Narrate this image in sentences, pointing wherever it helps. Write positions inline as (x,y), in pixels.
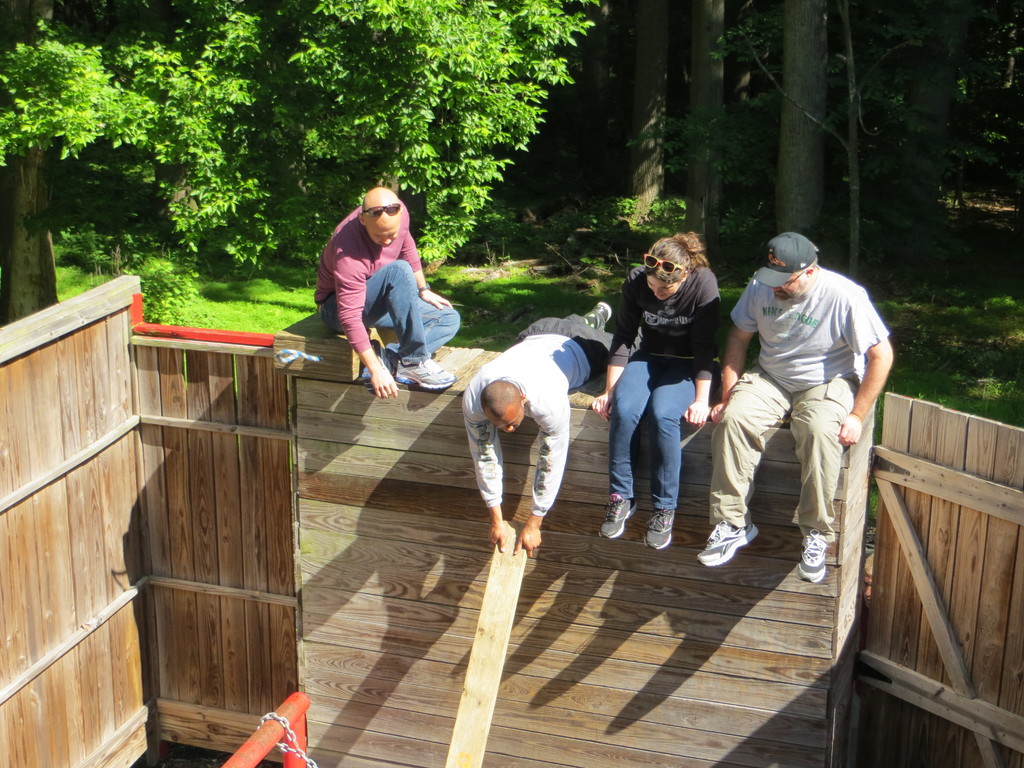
In this image there is a wooden surface (379,411) on that three persons (640,367) are sitting and one person (556,381) is lying, in the background (556,78) there are trees (726,88).
